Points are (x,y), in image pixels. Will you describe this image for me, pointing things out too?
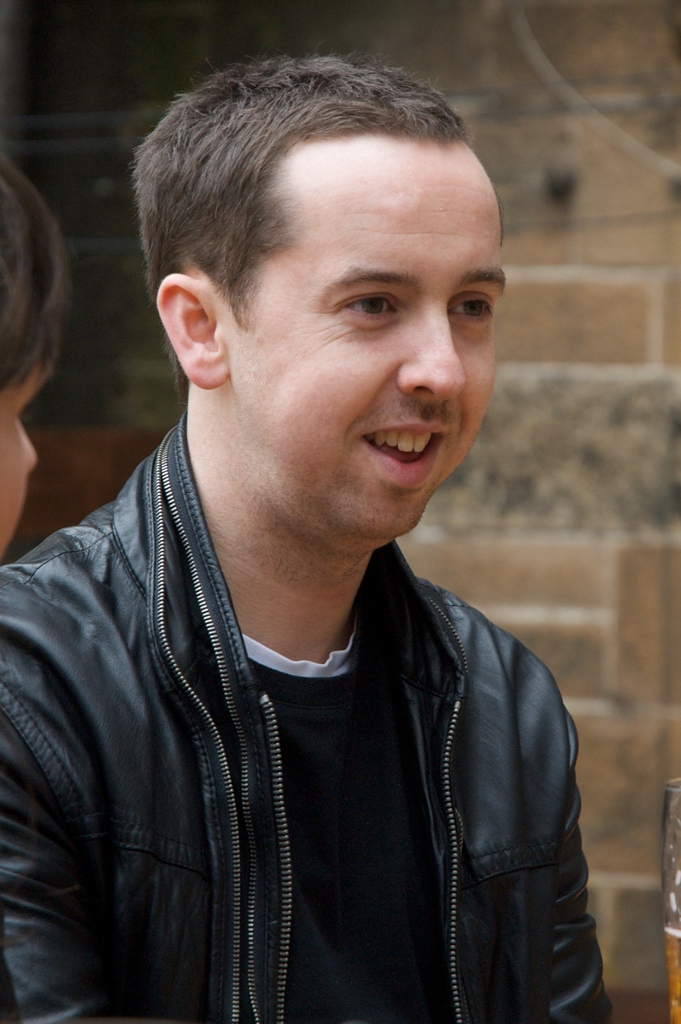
In this image I can see a person (267,794) wearing a black jacket (548,754). There is another person (56,320) on the left (24,291) and there is a wall (556,321) at the back (544,6).
